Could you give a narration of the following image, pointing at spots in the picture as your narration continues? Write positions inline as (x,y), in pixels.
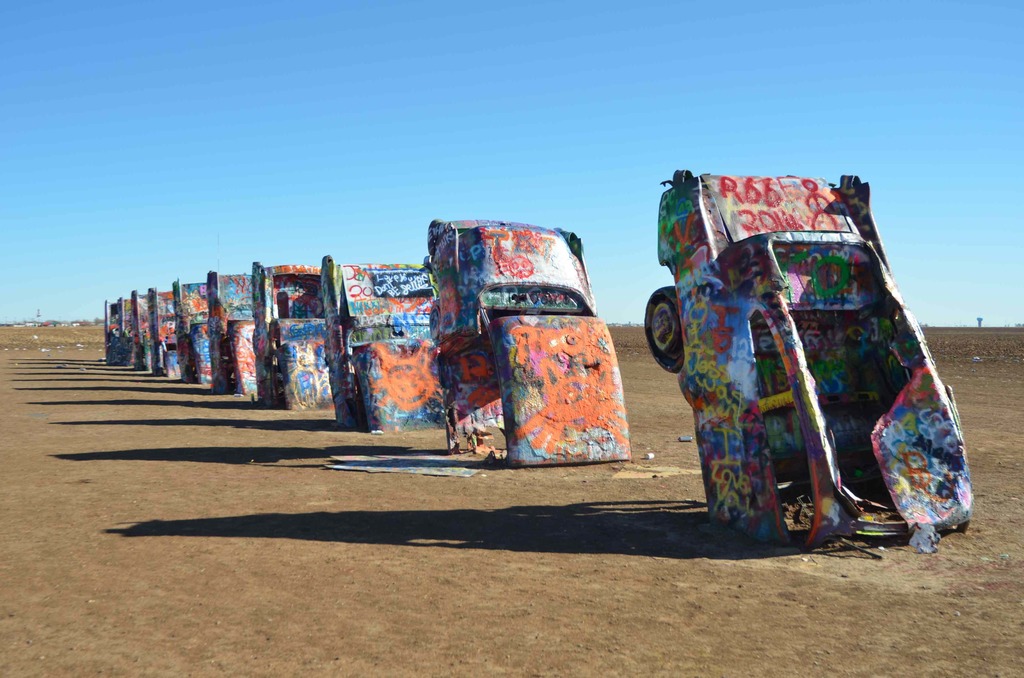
In the center of the image (522,305) we can see cars (360,339) are present. At the top of the image (553,90) sky (592,116) is there. At the bottom of the image (598,582) ground (616,584) is present.
